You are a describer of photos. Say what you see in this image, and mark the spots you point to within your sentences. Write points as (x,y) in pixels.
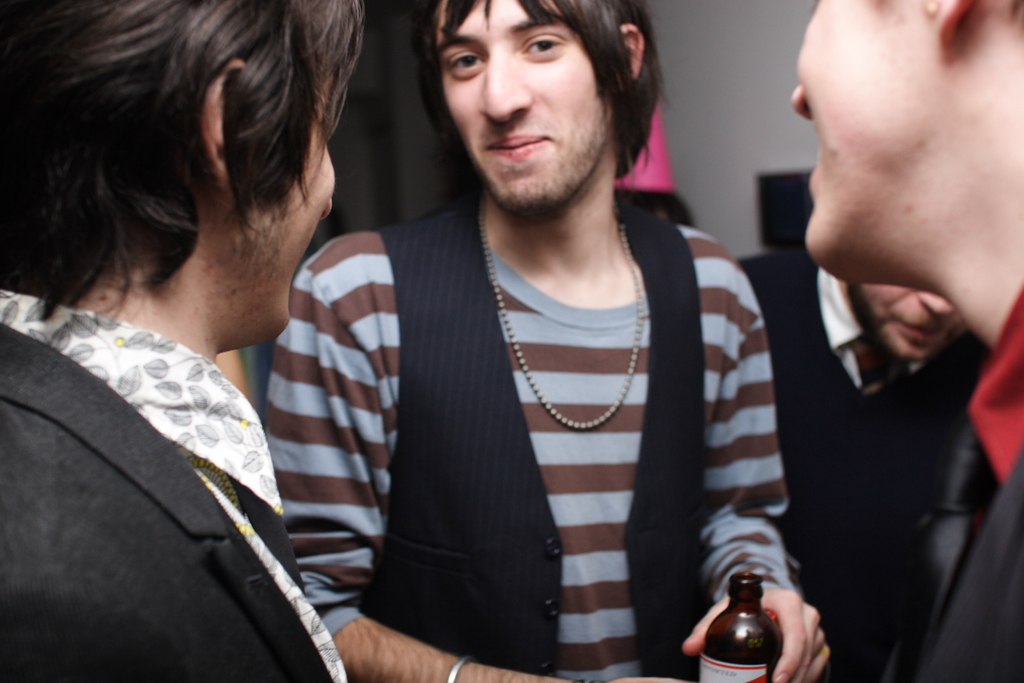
In this image I can see four people (557,473). All are wearing black color jackets (409,561). The person (470,408) who is standing in the middle (541,431) Holding a bottle (772,651) in his left hand (786,612). In the background (735,129) I can see a wall (736,138).
